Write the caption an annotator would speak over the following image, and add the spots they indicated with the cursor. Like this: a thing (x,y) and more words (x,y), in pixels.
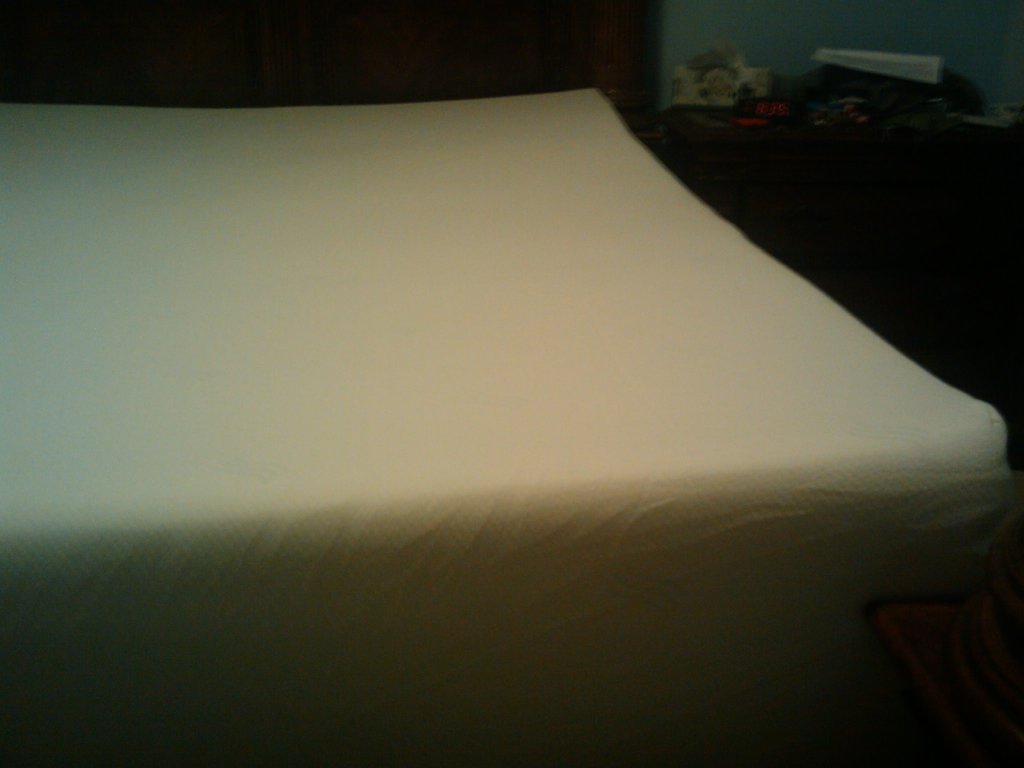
In this image in the center (634,350) there is one bed (597,216) and on the right side (805,169) there are some cupboards (873,158), on the cupboards (958,130) there are some objects (721,81).
